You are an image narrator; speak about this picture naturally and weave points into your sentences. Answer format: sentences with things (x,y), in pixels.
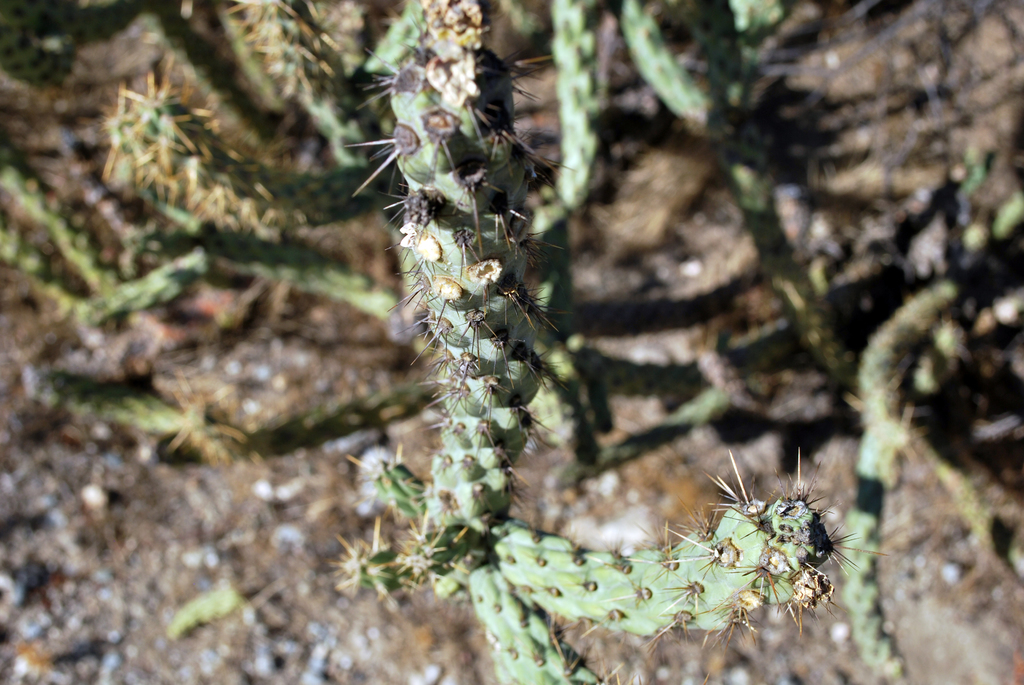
In this picture we can see there are cactus plants (464,418).
